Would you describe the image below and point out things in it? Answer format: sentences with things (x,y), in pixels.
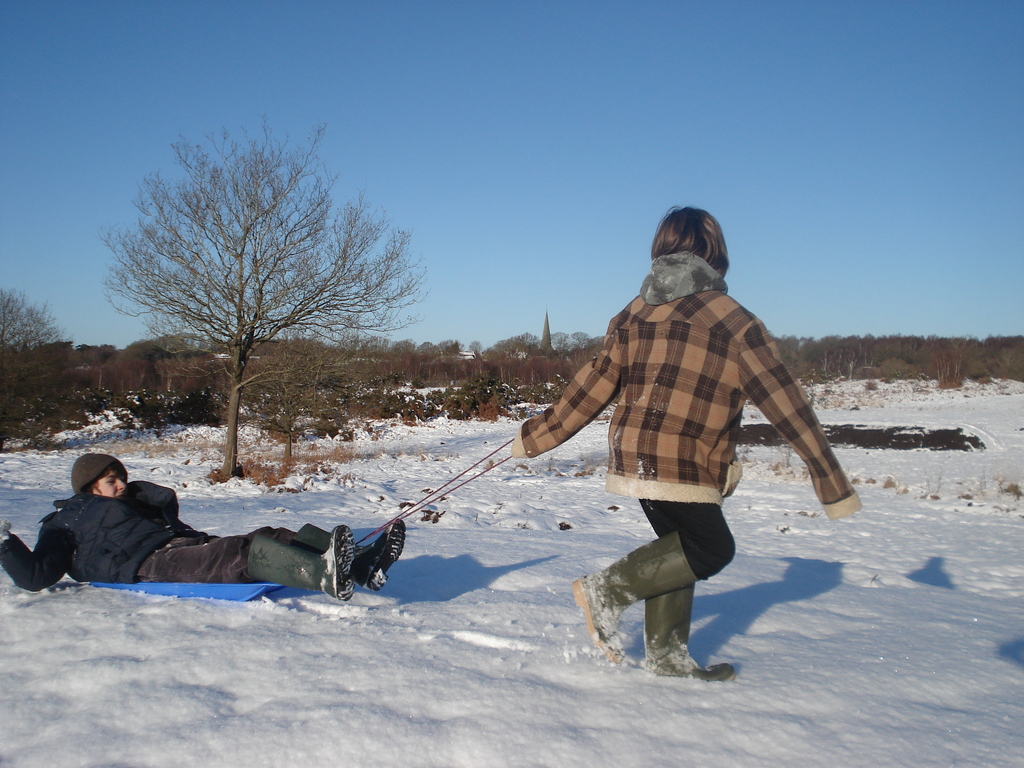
In the picture I can see a person (528,450) is dragging another person (337,560) with the help of ropes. In the background (225,467) I can see the snow (389,505), trees (341,387), the sky (330,185) and some other objects (283,476). The person (246,559) on the left side (203,575) is lying on a blue color object (245,593).
